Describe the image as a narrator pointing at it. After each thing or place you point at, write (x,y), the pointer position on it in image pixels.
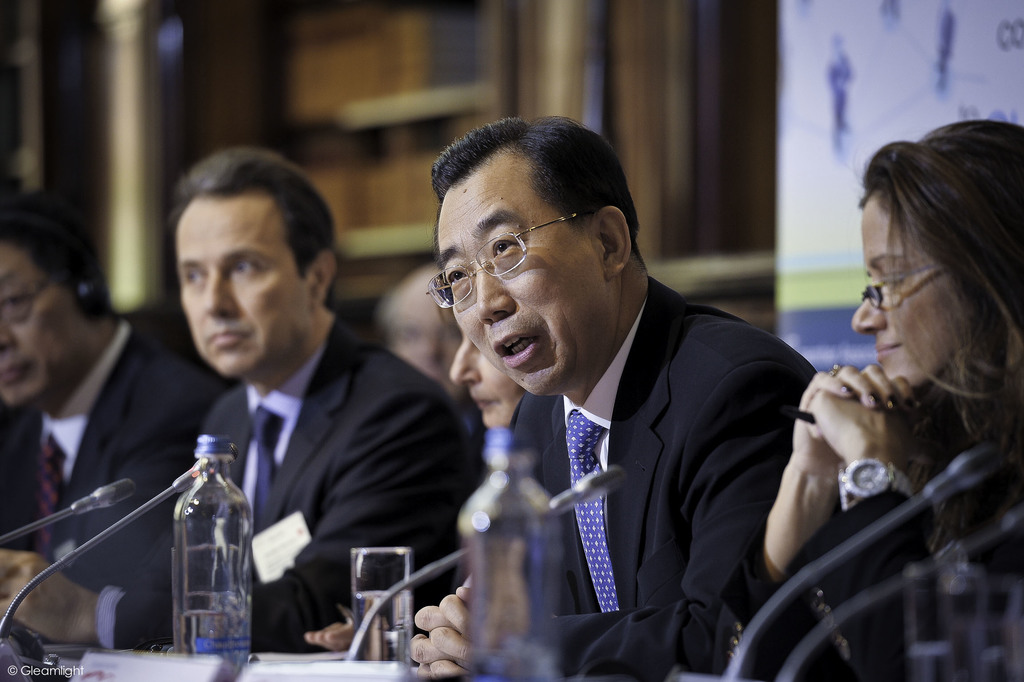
As we can see in the image, there are few people (636,284) sitting and the man (528,287) who is sitting here is talking on mike (584,483) and there is a bottle (228,575) and glass (369,594) on table (265,653).
